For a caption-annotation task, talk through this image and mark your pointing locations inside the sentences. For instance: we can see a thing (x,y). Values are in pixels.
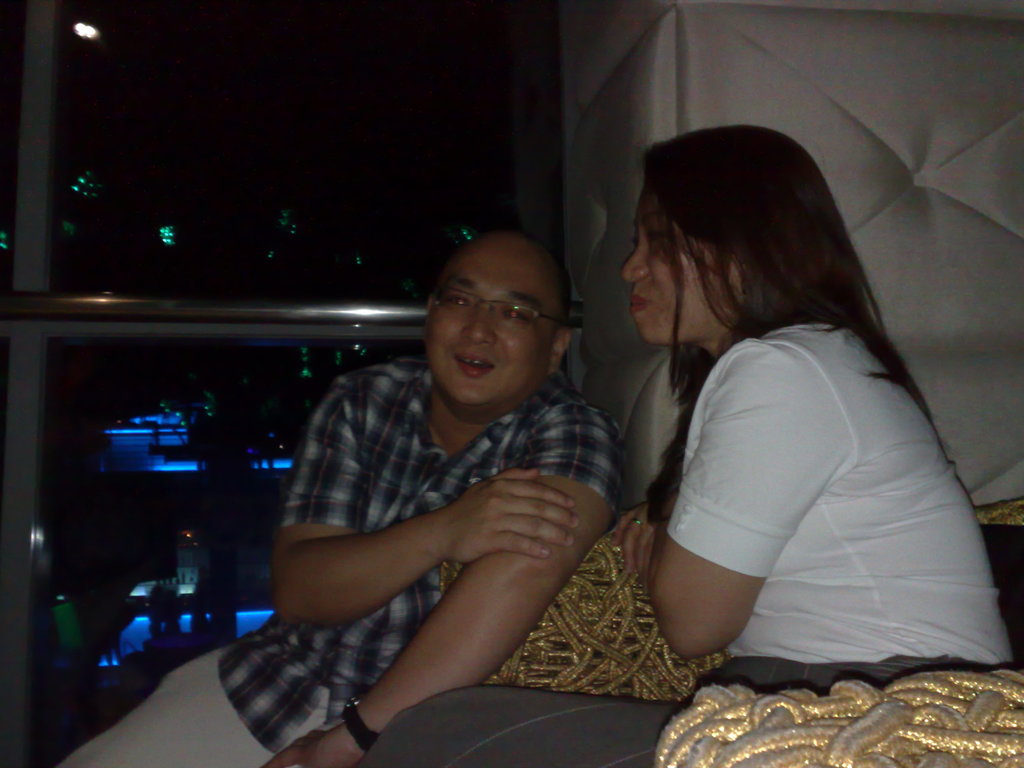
In this picture there is a woman (820,272) with white t-shirt (799,400) is sitting and there is a man (318,594) sitting. At the back (344,319) there is a rod (173,318) and it looks a glass door (250,208), behind the glass door (249,382) there are buildings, trees (310,351). At the top (254,239) there is sky (311,14). On the right side of the image (969,292) it looks like a bed (967,224).
